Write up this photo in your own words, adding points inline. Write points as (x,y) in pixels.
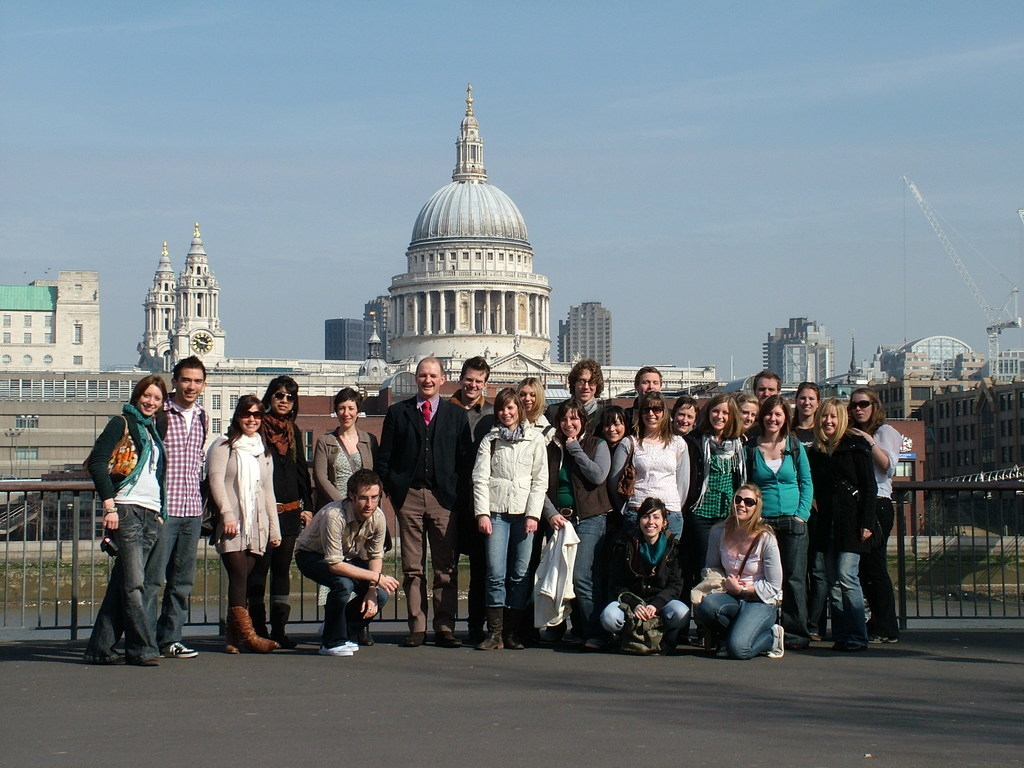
In this image there are some persons (541,503) standing as we can see in the bottom of this image (482,515). There is a fencing (26,519) in the background (974,532). There are some buildings (507,339) with some domes (450,202) on the back side (457,239) to these persons (485,363). There is a sky (710,364) on the top of this image (679,141). There is a crane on the right side of this image (1005,302).
